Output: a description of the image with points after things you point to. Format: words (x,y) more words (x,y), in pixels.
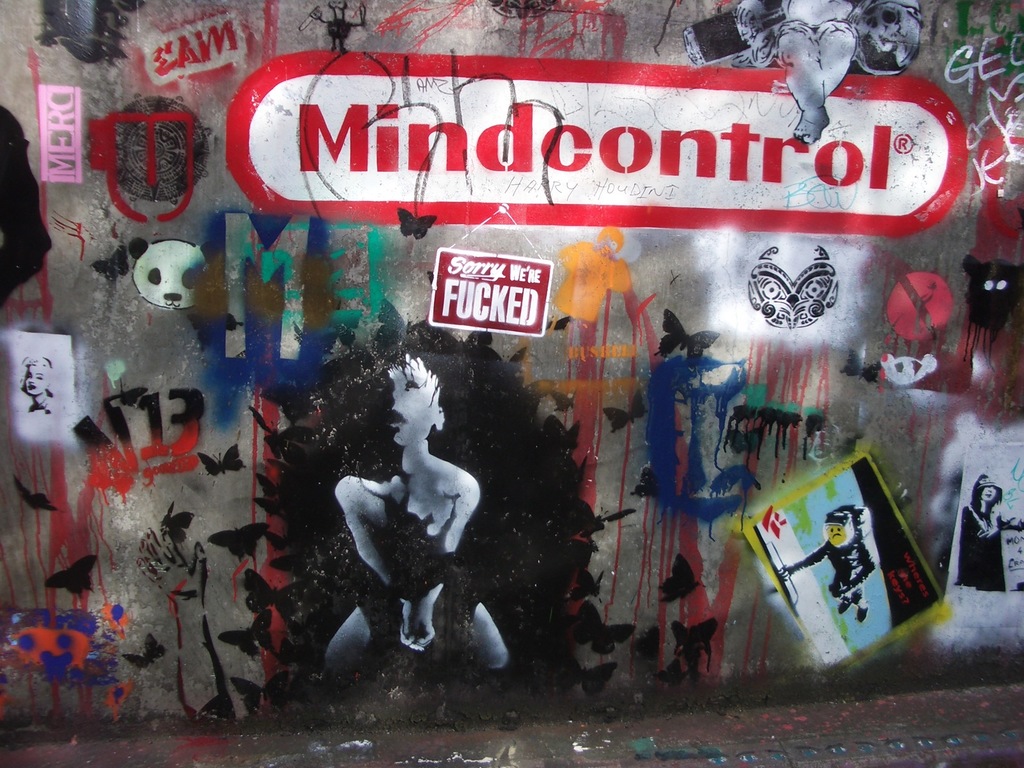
In this image there is a wall (260,417) and we can see a graffiti (531,401) on it.
